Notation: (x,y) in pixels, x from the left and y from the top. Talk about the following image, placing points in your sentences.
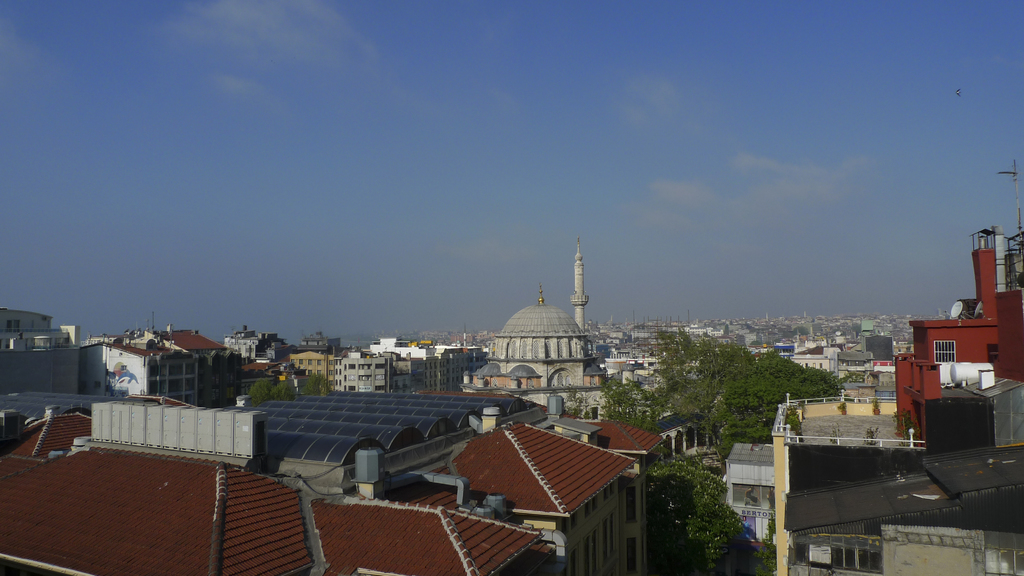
In this picture I can see many buildings (962,346), poles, shed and other objects (964,384). In the bottom left (274,425) I can see the solar panels (346,436) on the roof (396,490) of the building (402,533). In the center (547,342) I can see the mosque (555,319). At the top (583,128) I can see the sky (403,77) and clouds (307,24).
